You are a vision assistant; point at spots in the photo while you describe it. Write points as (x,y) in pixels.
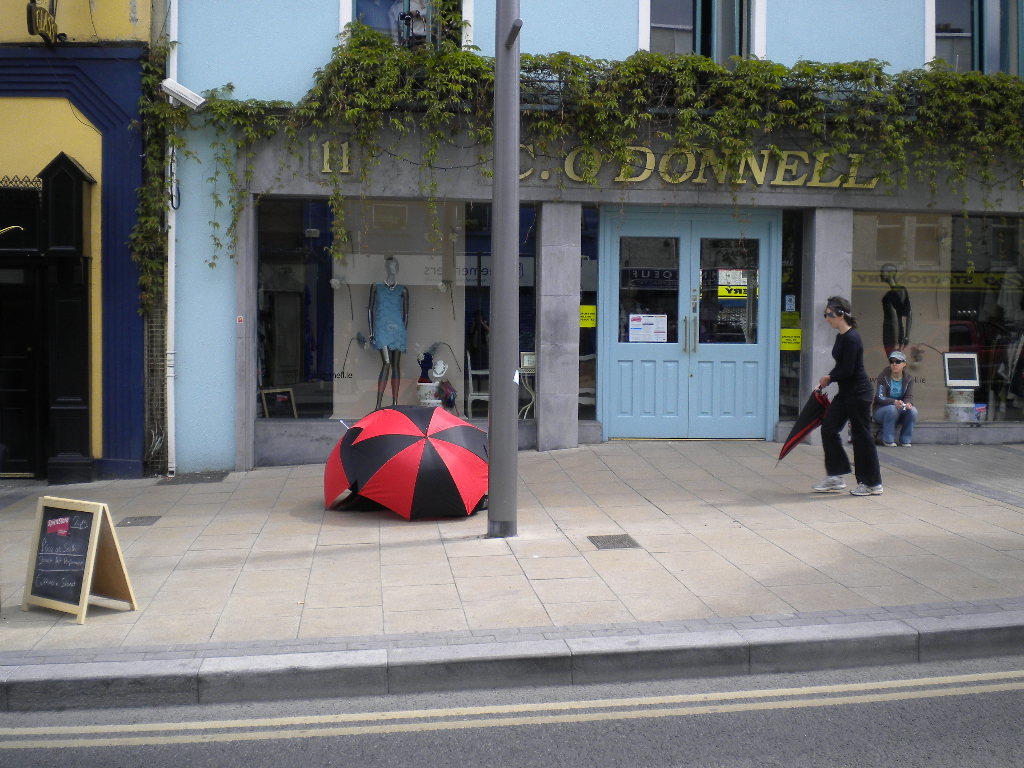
On the left side (74,591), there is a board (69,502) arranged on the footpath (162,576). Beside this footpath (467,645), there are yellow color lines (937,678) on the road (264,733). In the middle of this image (436,497), there are two umbrellas (451,463) on the footpath (466,522). Beside these umbrellas (466,491), there is a pole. On the right side (835,488), there are two persons (856,457). In the background (900,20), there is a building (573,11) having plants (418,59), a hoarding (557,154) on the wall (234,153) and glass windows (329,262).
